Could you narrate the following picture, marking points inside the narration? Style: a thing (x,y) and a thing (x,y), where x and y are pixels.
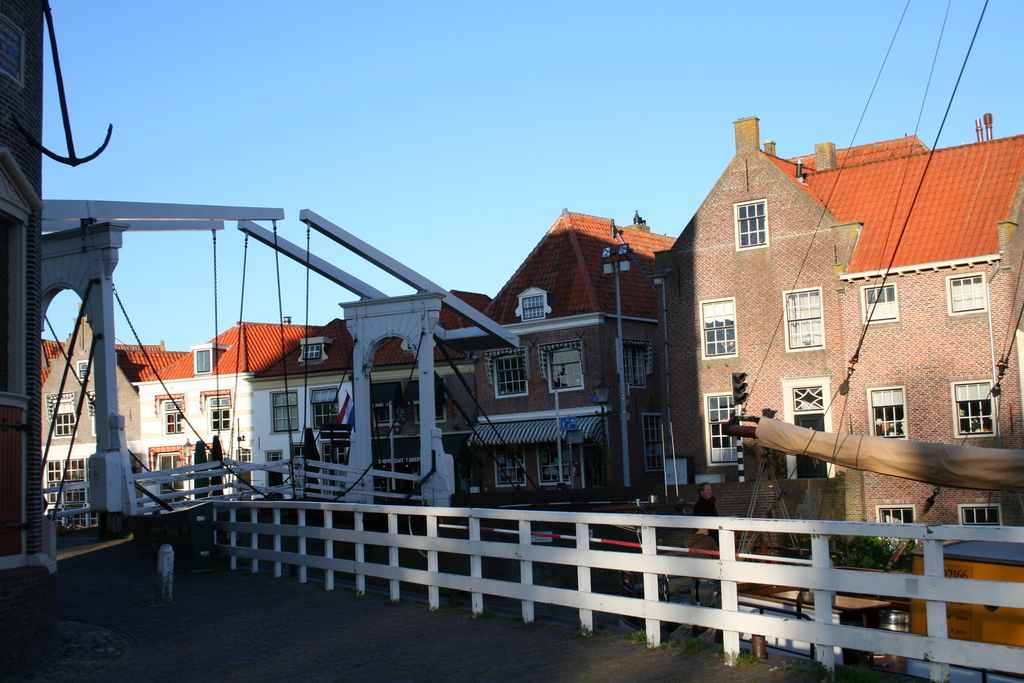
In this picture I can see the path (253,591) in front (272,607) and I see the railings (382,534) and I can see number of wires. In the middle of this picture (519,403) I can see number of buildings (719,292) and I can see a man (712,515) on the right side of this picture (702,505). In the background (494,199) I can see the clear sky (482,153).
